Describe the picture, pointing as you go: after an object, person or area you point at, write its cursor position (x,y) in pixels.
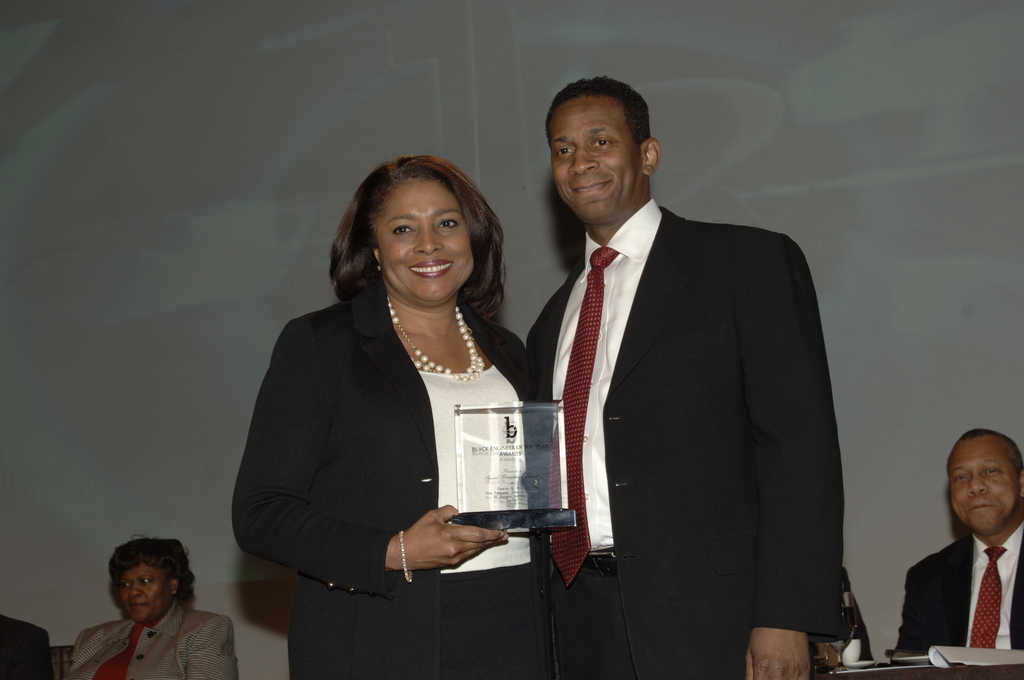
In this image I can see a woman (371,425) and a man (650,397) wearing white and black colored dresses (615,406) are standing. I can see a woman (398,545) is holding an object (510,511) in her hand (482,531). In the background (971,631) I can see few persons (995,562) sitting and a huge screen (355,142).
